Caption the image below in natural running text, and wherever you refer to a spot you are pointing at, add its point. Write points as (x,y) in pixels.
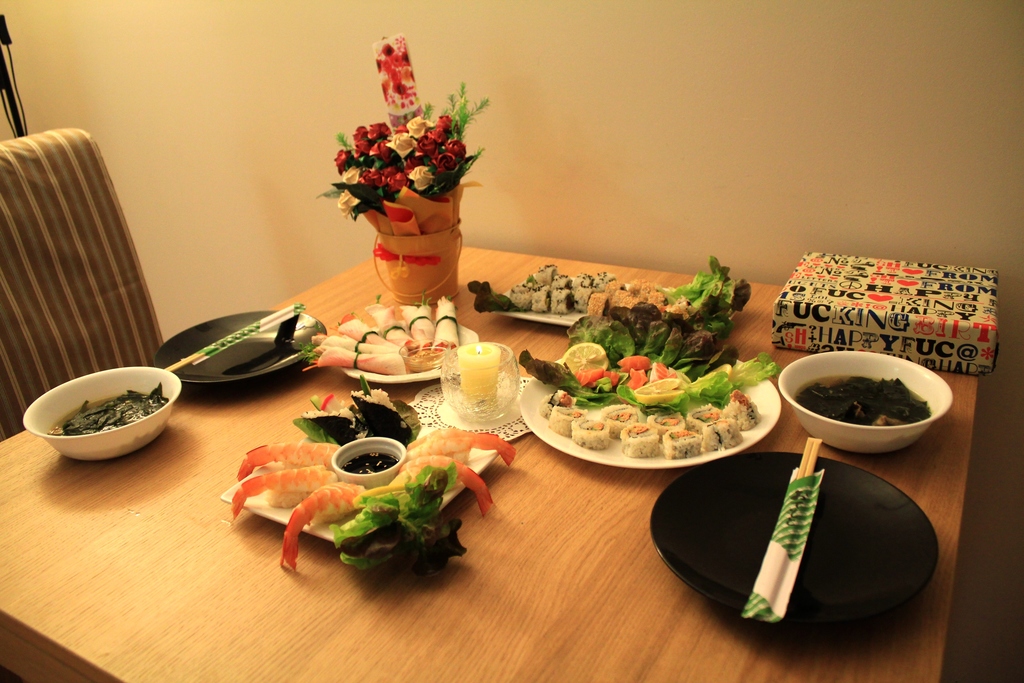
In this Image I see chair (17,381) and there is a table (34,465) over here on which there is lot of food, a box (980,343) and flowers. In the background (128,183) I see the wall (508,235).
